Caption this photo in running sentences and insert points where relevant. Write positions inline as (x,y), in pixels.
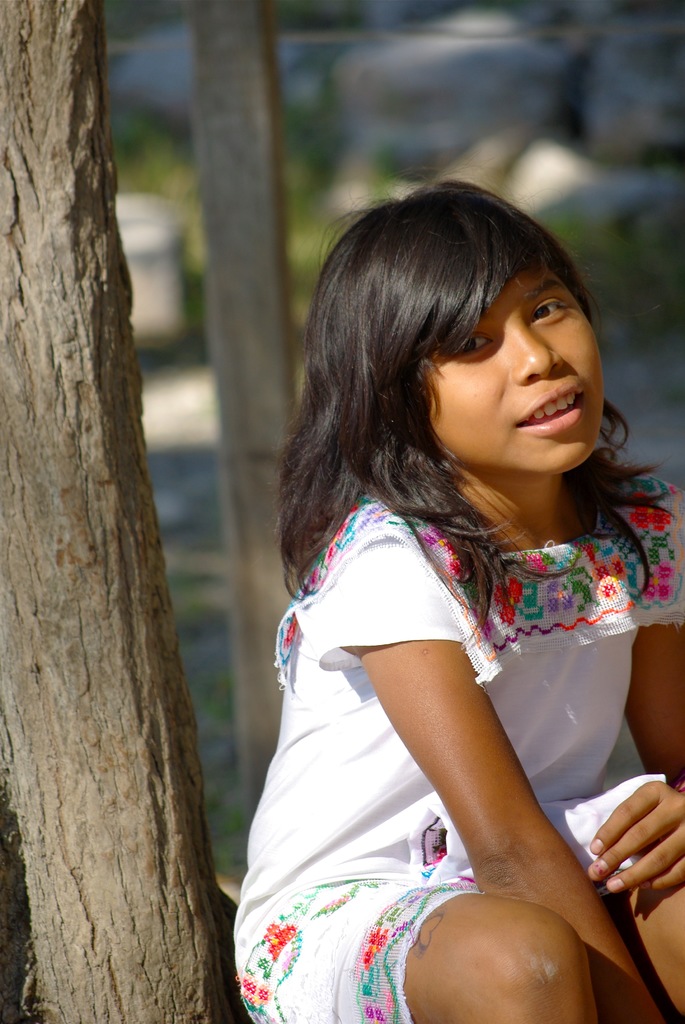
In this picture, we can see a girl (492,655) sitting, and we can see tree (124,627), pole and the blurred background.
